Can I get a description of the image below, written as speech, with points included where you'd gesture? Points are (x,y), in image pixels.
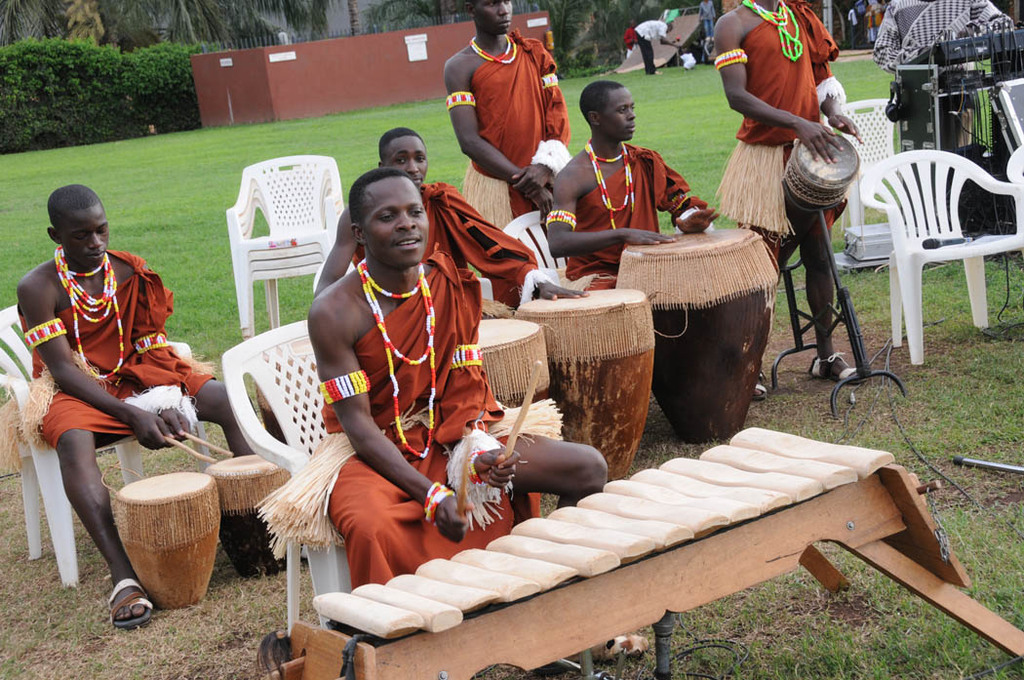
Here we see a group of people (363,369) playing musical instruments (488,330) by sitting on the chairs (295,273).
